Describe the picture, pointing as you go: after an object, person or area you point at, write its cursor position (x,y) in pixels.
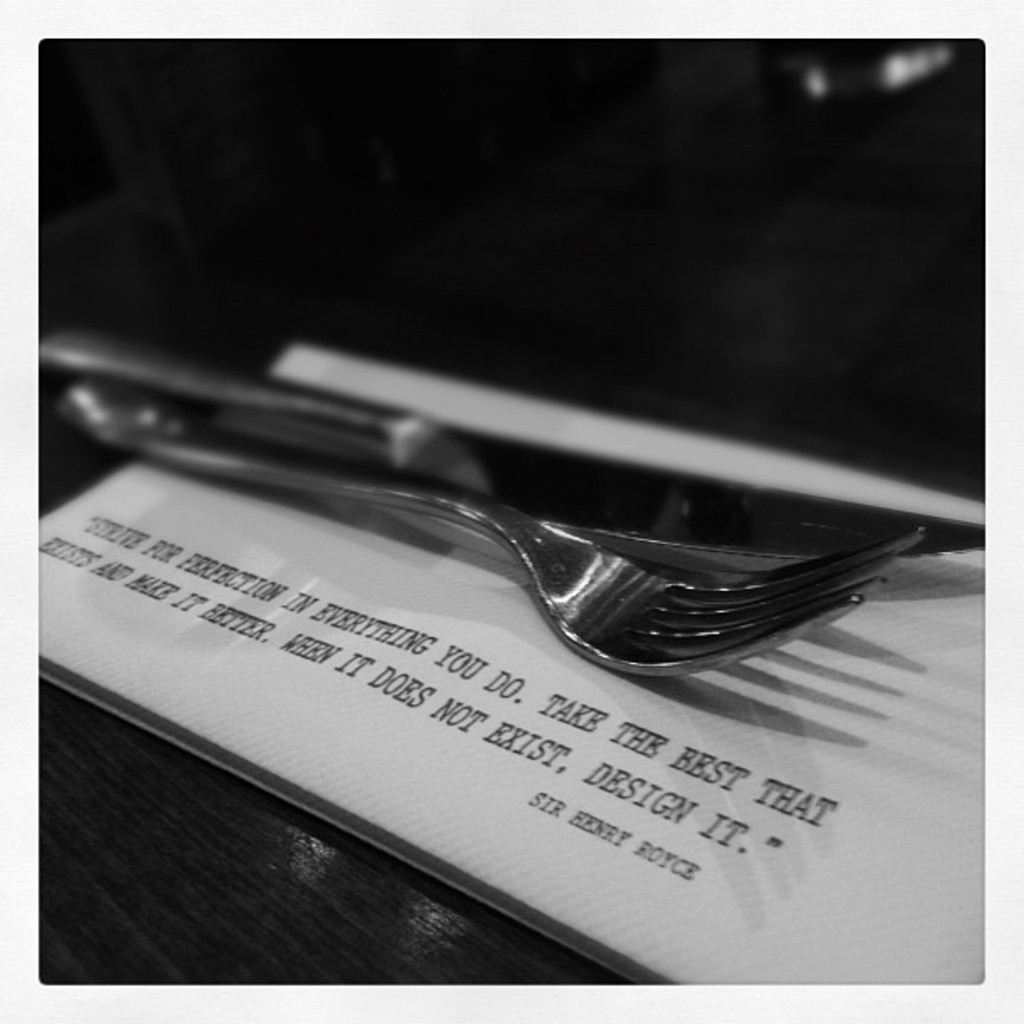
in this image in the center (434,499) there is a fork (477,509) which is on the table (241,864) and there is some text (309,641) written on the napkin (458,719) which is kept on the table (300,873).
